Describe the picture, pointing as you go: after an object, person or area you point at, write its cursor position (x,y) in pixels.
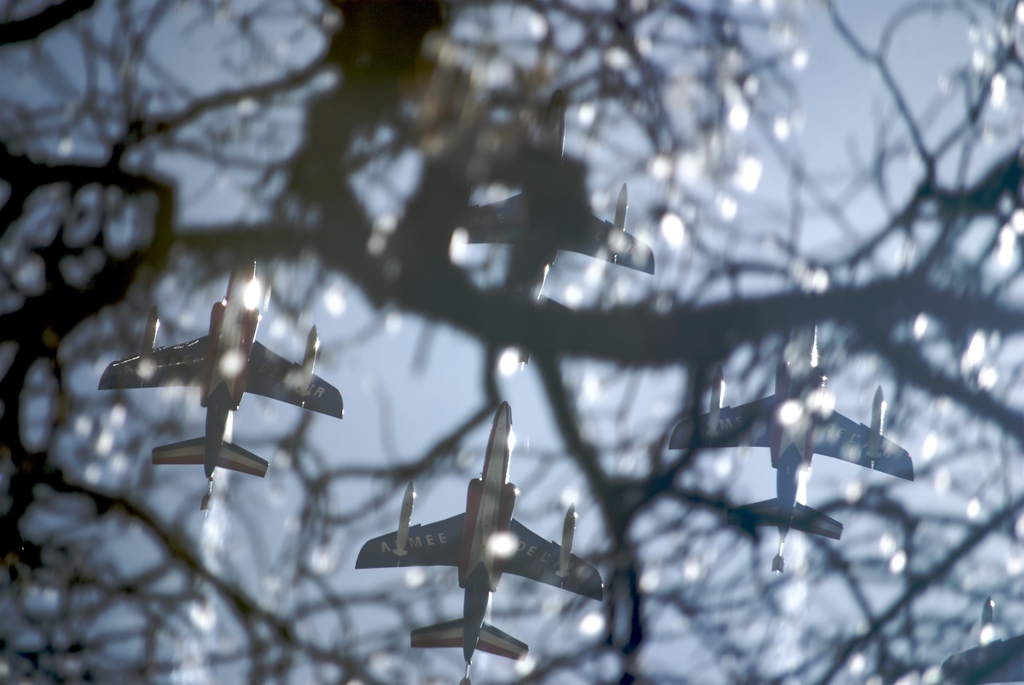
In the foreground of this image (425,254), there is a tree (697,618). In the background (290,391), there are jet planes (494,443) moving in the air (438,394) and there is also the sky (427,387).
